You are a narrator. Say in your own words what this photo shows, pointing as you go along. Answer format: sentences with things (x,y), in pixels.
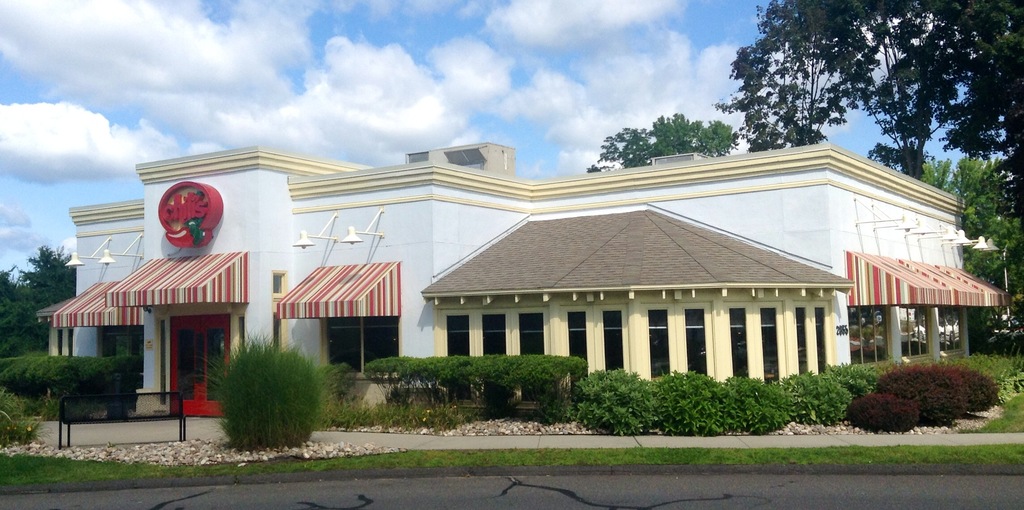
This image consists of a building (574,257). It looks like a restaurant (463,329). At the bottom (905,407), there are plants (30,377) and green grass (151,474). On the right (810,111), there are trees (960,195). At the top (185,82), there are clouds (201,96) in the sky (78,114).
